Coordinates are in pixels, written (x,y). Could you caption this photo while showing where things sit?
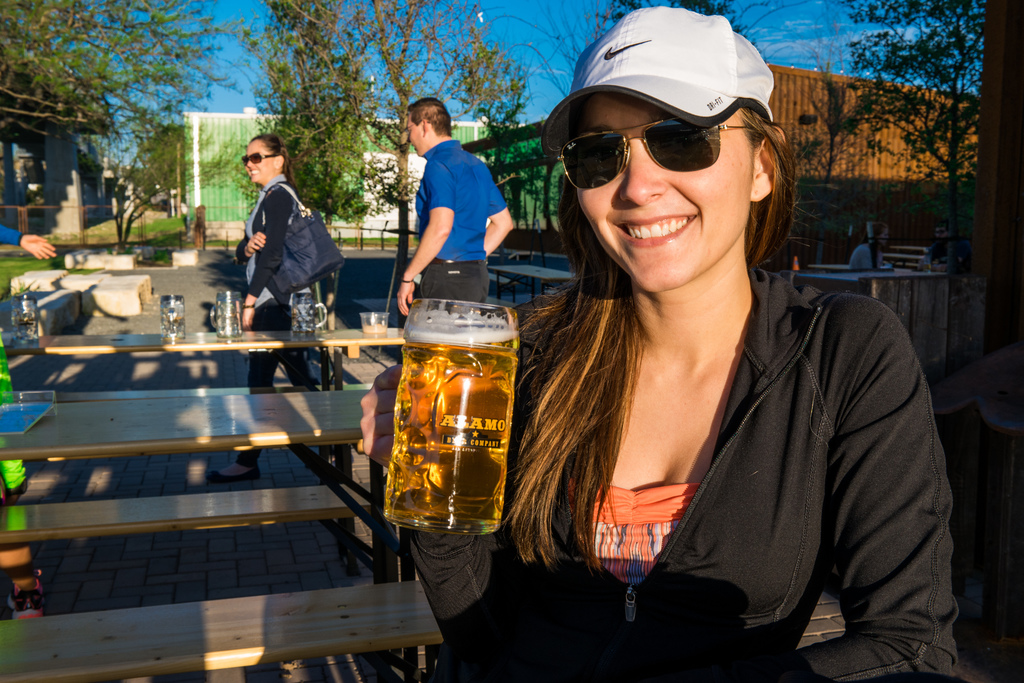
As we can see in the image there are trees (350,18), three people (641,257) standing over here and there are tables (250,340). On tables (203,348) there are mugs (210,314).
